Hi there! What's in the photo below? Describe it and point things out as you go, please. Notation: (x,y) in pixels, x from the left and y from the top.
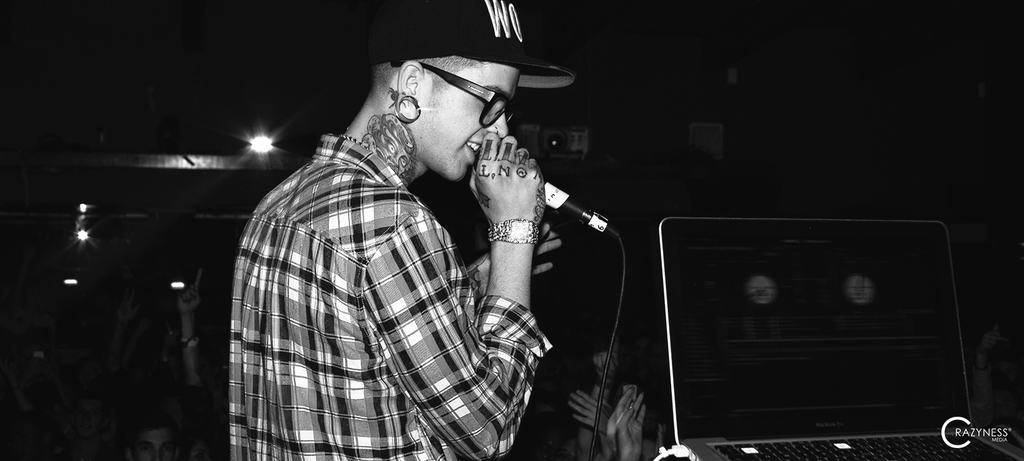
In this image i can see a person (312,372) holding a mike (554,202) on his hand (502,186) and he wearing a spectacles (492,101) and black color cap (478,33). on the left side (247,145) i can see a lights (259,151) visible.
